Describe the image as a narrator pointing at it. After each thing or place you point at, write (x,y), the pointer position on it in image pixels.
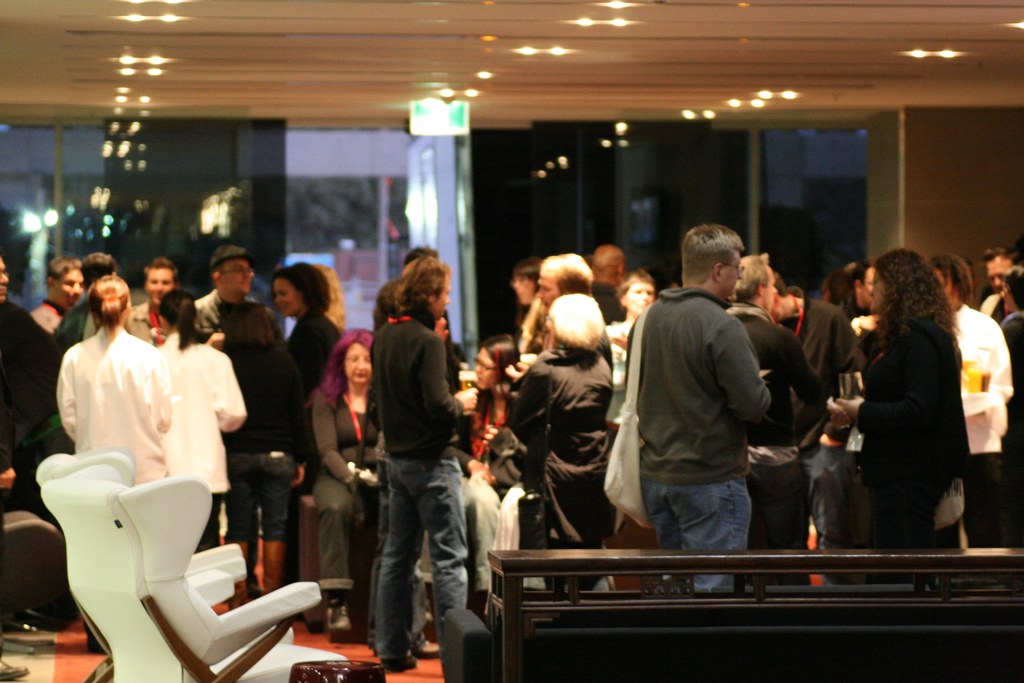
There are chairs (195,498) and a bench (638,566) present at the bottom of this image (319,602). We can see a crowd (729,408) in the middle of this image (670,425) and there is a glass wall (224,208) in the background (680,213).
